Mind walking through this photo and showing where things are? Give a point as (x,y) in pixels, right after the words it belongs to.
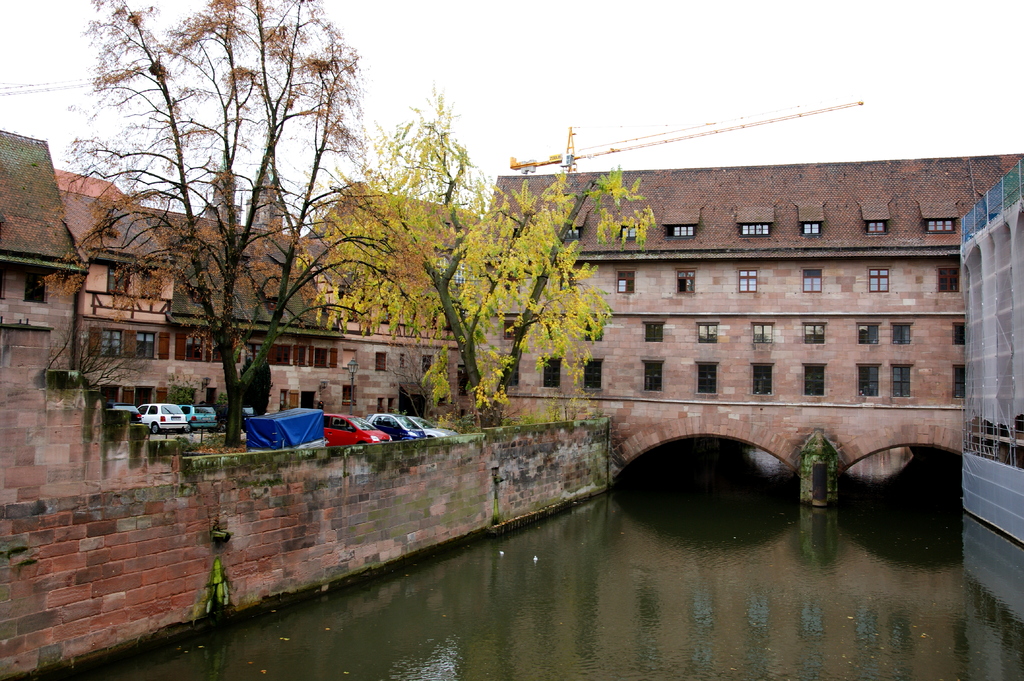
In this image there are buildings (621,275), in front of the buildings (349,381) there are few cars (219,413) parked, beside the cars (359,438) there are trees (421,255), beside the building (491,331) there is a pool (659,535) of water (748,526).
